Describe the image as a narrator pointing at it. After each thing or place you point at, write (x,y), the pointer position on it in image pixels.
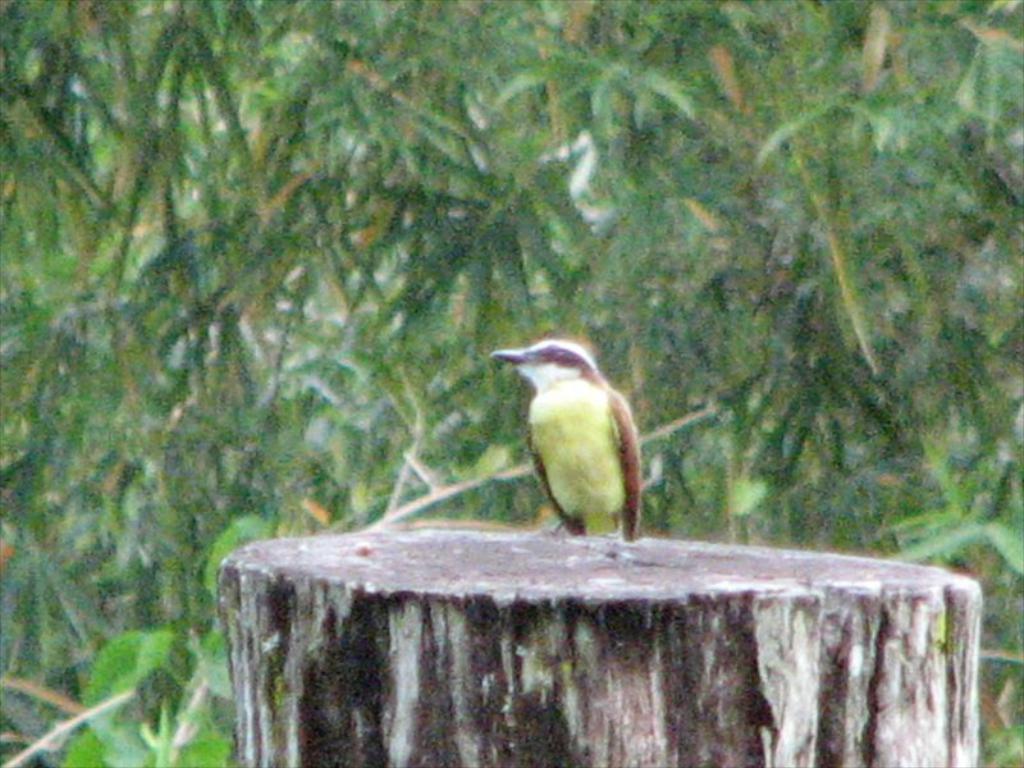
At the bottom of the image (914,700) there is a stem (413,526), on the stem (413,526) we can see a bird (585,343). Behind the bird (637,524) there are some trees (581,38). Background of the image (85,40) is blur.
